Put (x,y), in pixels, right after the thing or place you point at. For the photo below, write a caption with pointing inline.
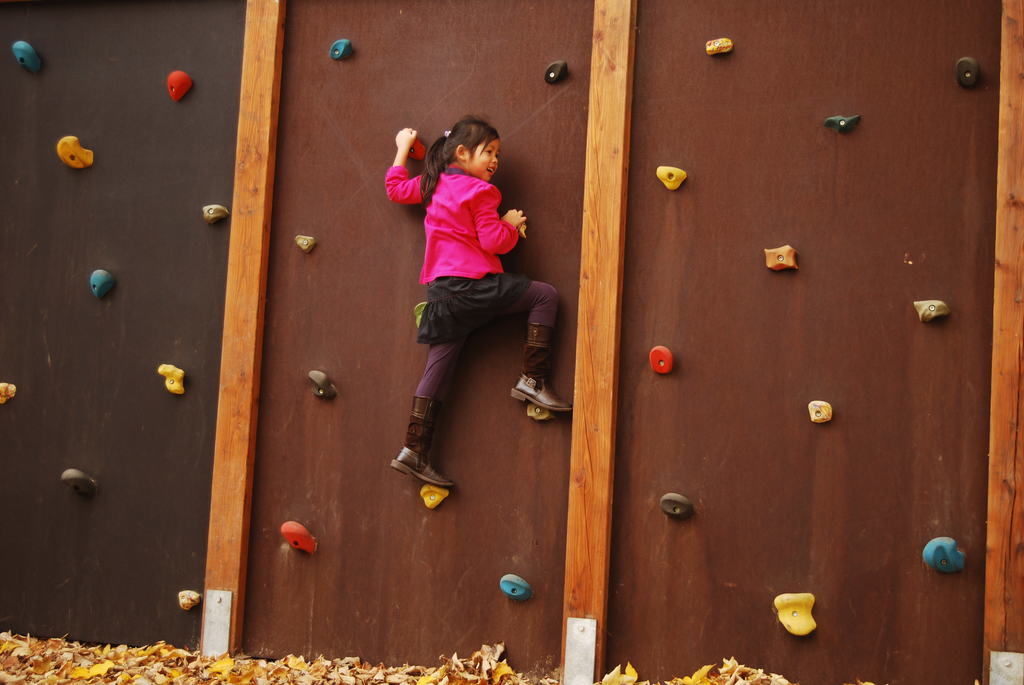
In this image we can see there is a girl (439,373) climbing the wall (470,94). At the bottom of the image (156,659) there are some dry leaves (180,666).
